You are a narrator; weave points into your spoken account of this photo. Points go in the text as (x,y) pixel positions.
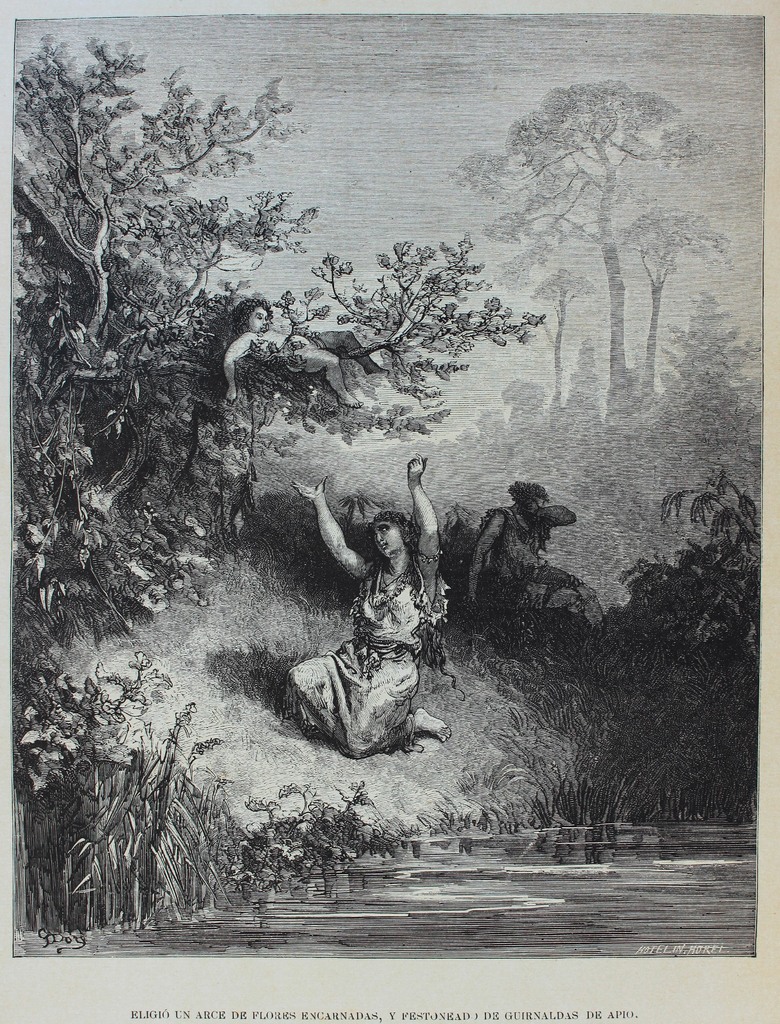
In this picture we can see an image (200,646) on the paper (221,987) and the image (321,890) represents some people (286,334) and trees (165,313). On the paper (369,757) it is written something.
